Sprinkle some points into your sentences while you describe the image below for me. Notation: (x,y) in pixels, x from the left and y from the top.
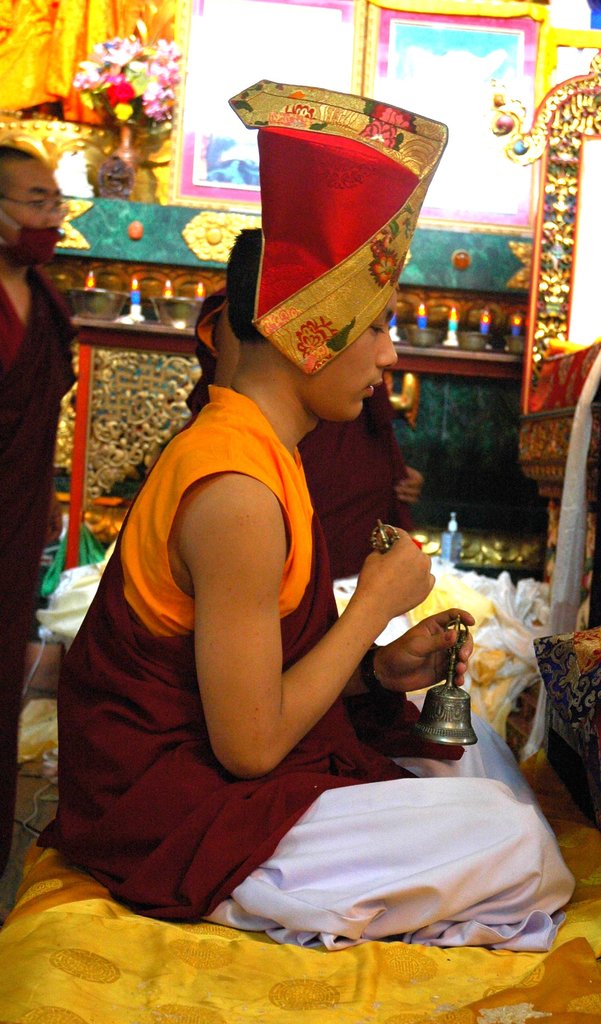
In this image we can see men (215,441) sitting and standing on the floor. In the background (479,107) there are decors (454,101), electric lights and walls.
